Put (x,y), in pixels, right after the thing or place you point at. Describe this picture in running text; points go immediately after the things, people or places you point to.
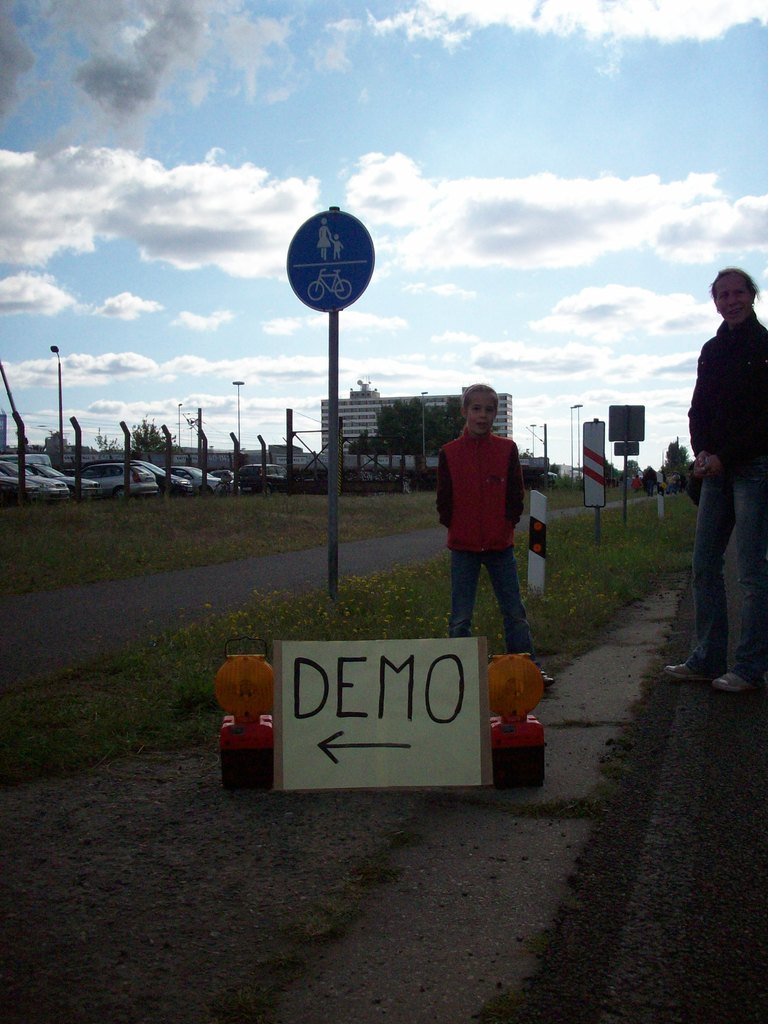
This is an outside view. On the right side (747,569) there are two persons (471,514) standing on the road (597,934) and giving pose for the picture. In front of these people (751,581) there is a board (360,711) on which I can see some text (324,681). On the left side (183,612) there is another road (163,613). On both sides of this road (252,565) I can see the grass (144,556) and poles (329,450). In the background (17,485) there are many vehicles (273,470) and buildings (364,423). At the top of the image (402,102) I can see the sky (402,134) and clouds (131,176).
